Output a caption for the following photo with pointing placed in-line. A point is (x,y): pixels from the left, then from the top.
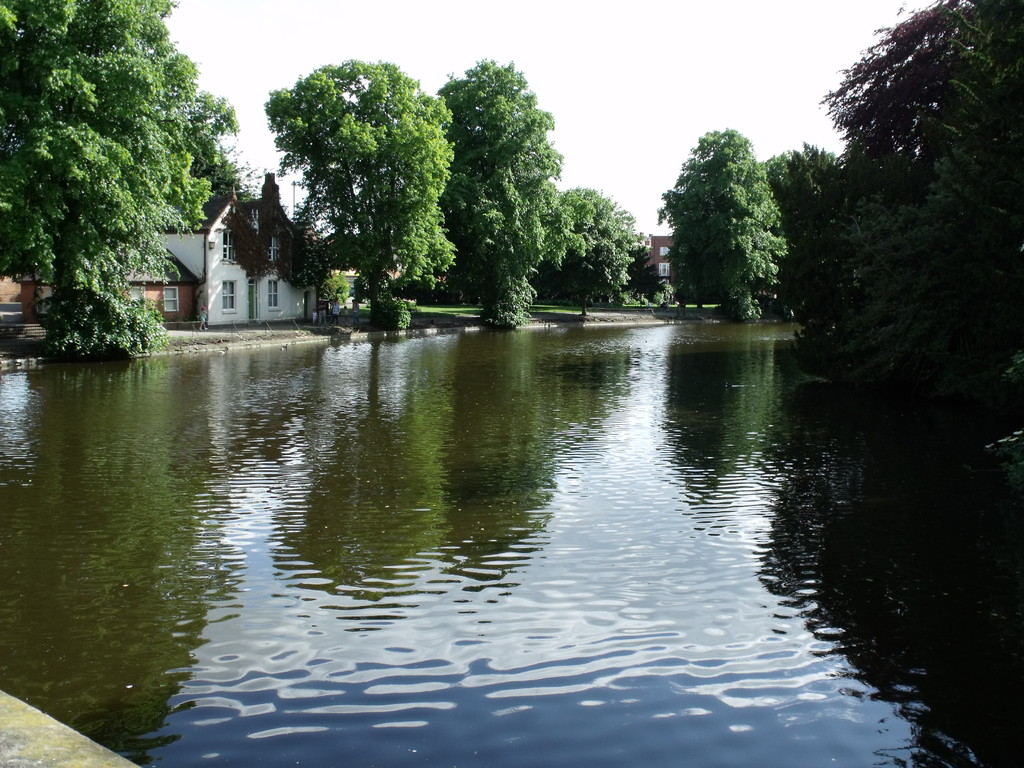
In this picture we can see water (524,494), few trees (493,316) and buildings (287,308).
